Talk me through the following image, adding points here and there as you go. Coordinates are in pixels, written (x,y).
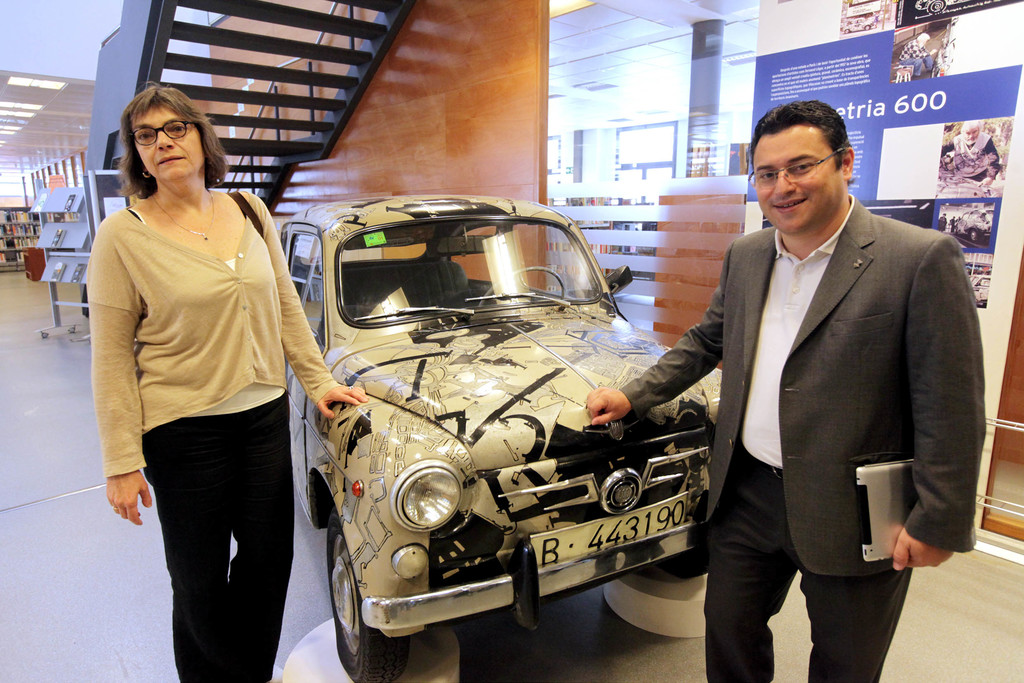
In the middle of the image (544,450) we can see a car (513,424), beside the car (378,259) we can see a man (780,361) and woman (197,286), they wore spectacles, in the background (731,101) we can see a hoarding (996,173), glass (613,104), few books (61,218) and lights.
